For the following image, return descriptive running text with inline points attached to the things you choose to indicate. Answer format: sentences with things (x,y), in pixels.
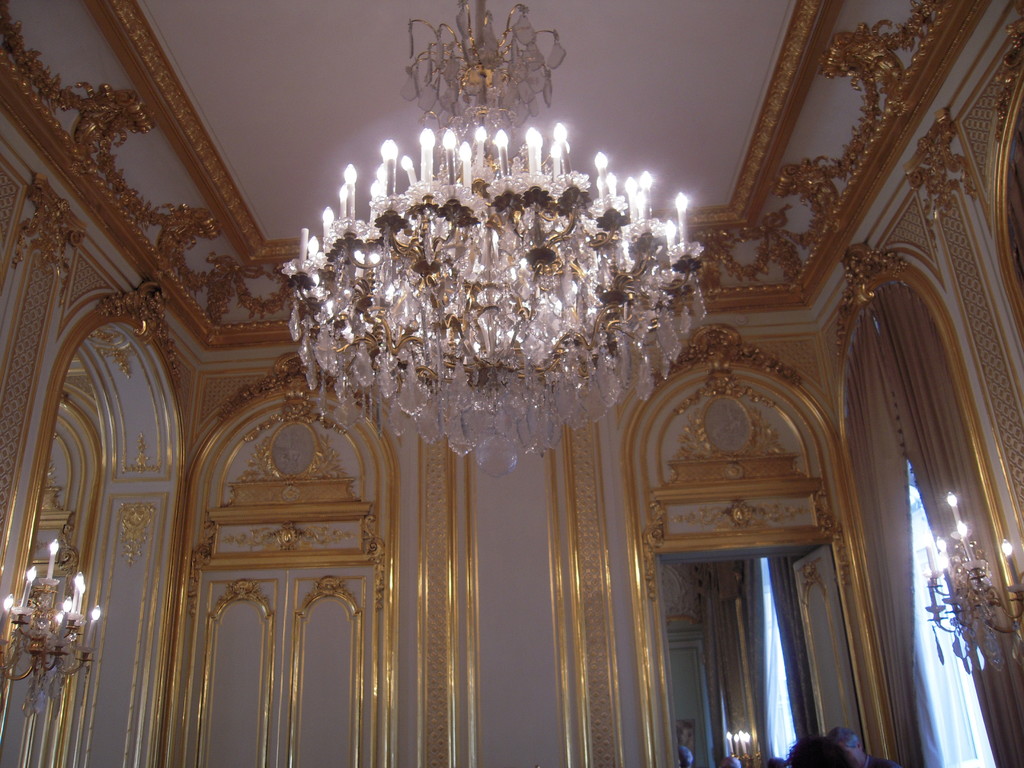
In the image we can see the chandelier (481,311). Here we can see wall (512,601), door (732,652), curtains (882,445) and light (65,598).
